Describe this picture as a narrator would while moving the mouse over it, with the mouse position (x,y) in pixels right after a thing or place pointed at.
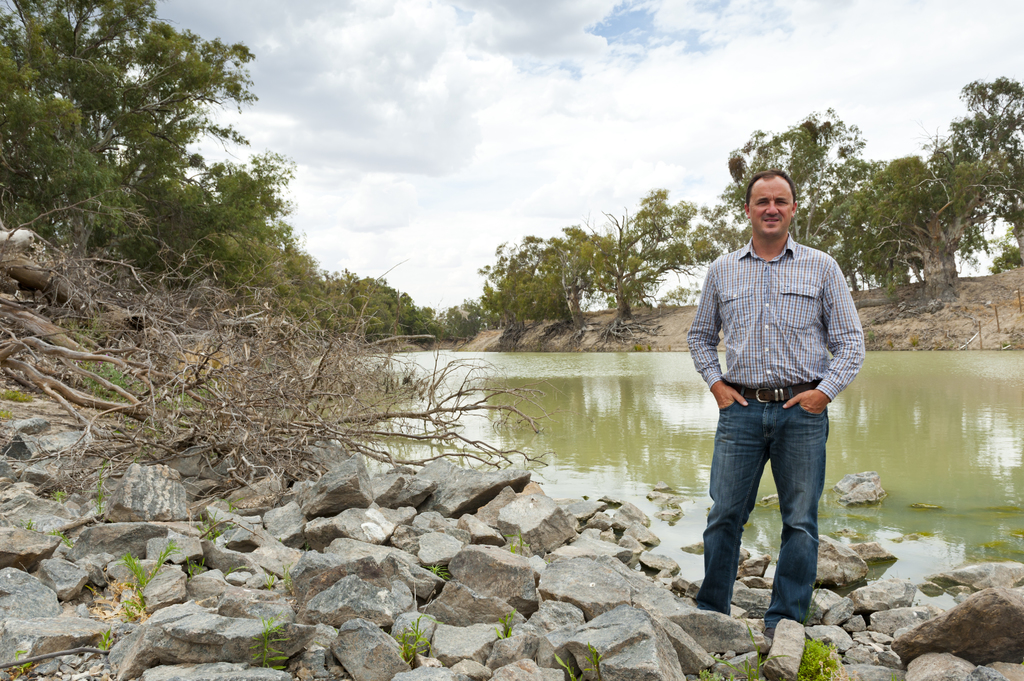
In this image there is a man (742,451) standing on the right side (757,475). Behind him there is water (629,379). At the top (436,62) there is the sky (436,69). On the left side (204,490) there are dry sticks (172,376) on the stones (226,513). In the background (255,233) there are trees (596,263).
